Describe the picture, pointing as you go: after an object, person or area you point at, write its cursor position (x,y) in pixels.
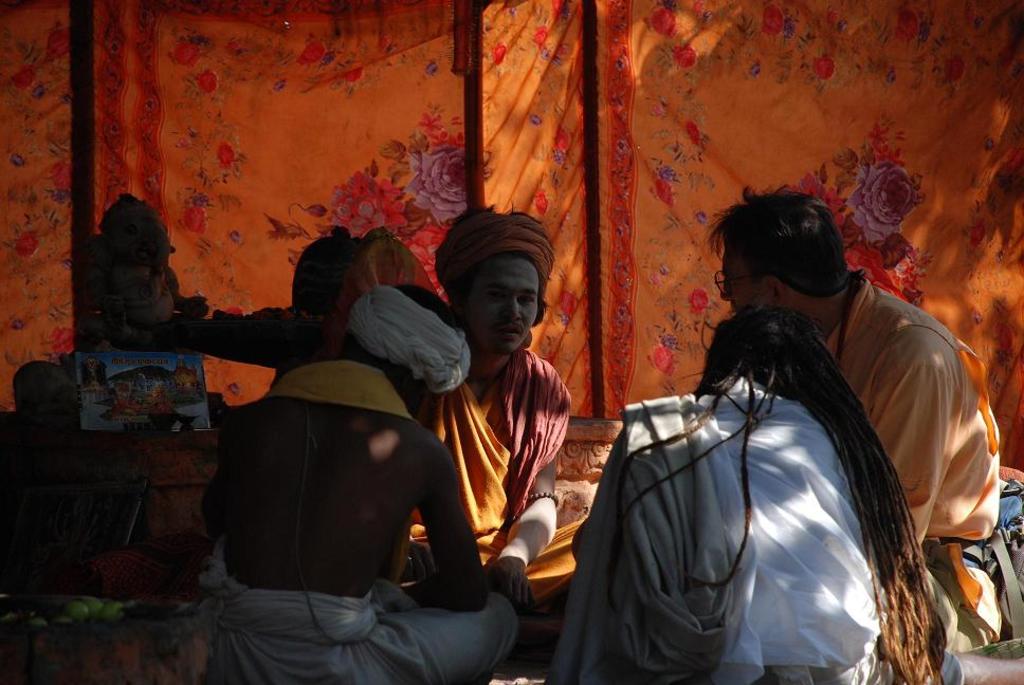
In this picture we can see some priests (248,440) sitting and discussing something. Behind we can see a small idol (142,339) and an orange flower curtain (490,110).
